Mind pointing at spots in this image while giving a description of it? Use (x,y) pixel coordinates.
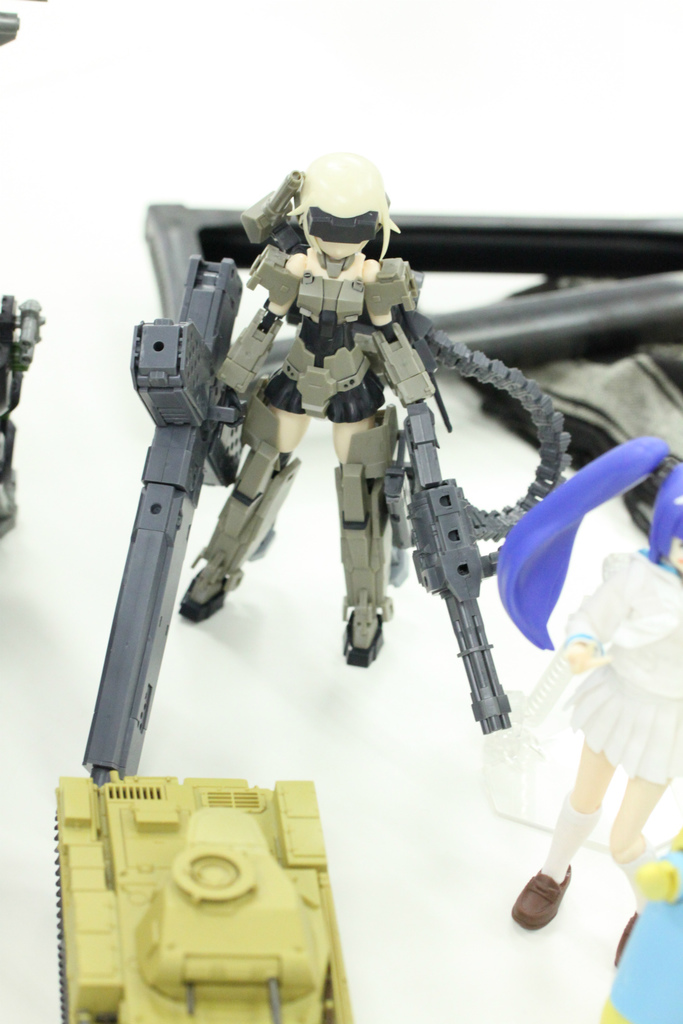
As we can see in the image there is a table (559,961). On table (386,940) there are few toys (353,476).
